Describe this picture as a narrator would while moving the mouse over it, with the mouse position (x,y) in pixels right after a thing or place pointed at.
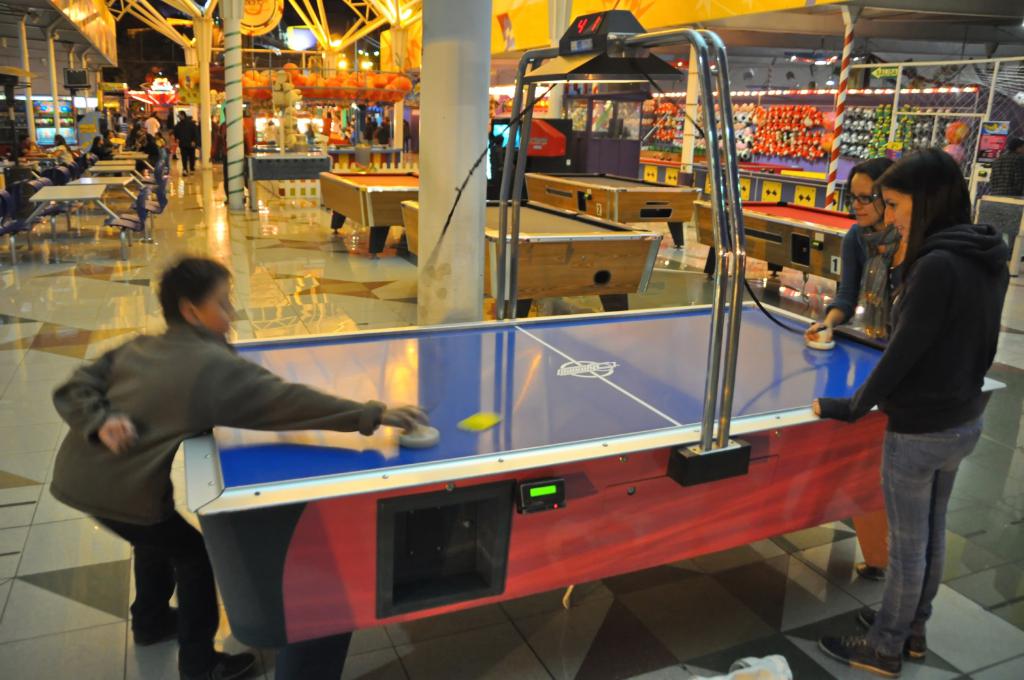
In this image i can see few people (262,425) standing in front of a table (528,411). In the background (154,107) i can see few people (152,121) walking, few stores (312,124) and few pillars (232,47).
